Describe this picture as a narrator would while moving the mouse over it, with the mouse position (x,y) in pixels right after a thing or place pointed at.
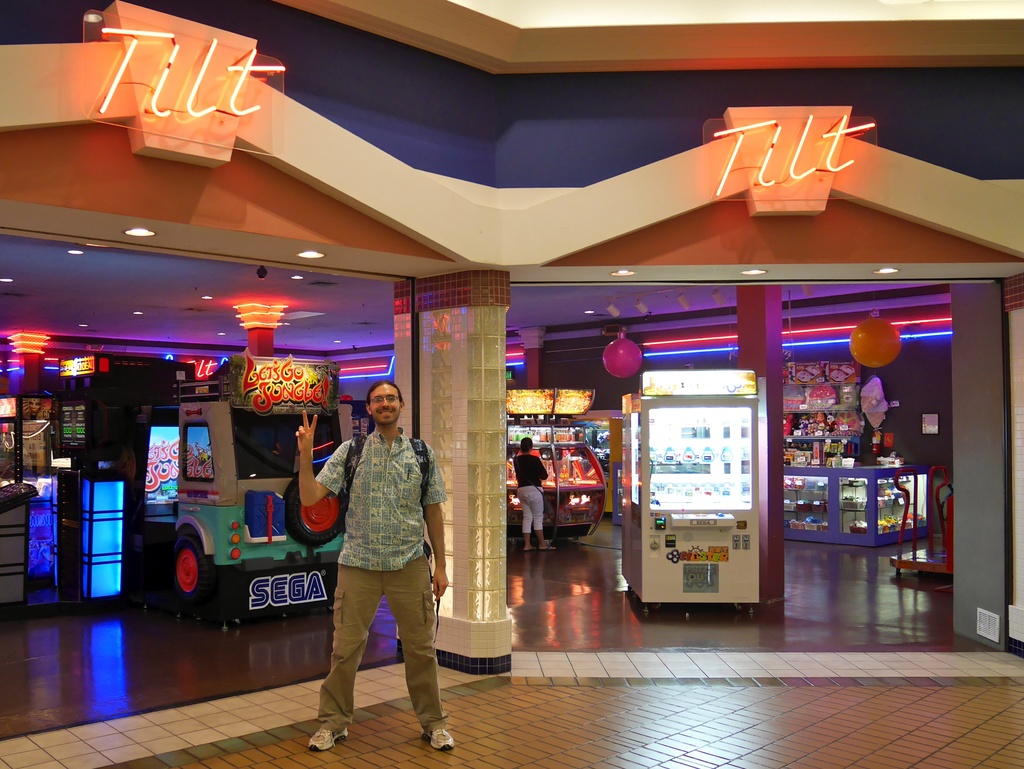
In this picture we can see there are two people (356,529) standing on the floor (263,653). Behind the people (364,504) there is a pillar (395,377), some machines (718,392), a wall (609,391) and some objects (606,359). At the top (773,153) there are name boards (208,128) and ceiling lights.
